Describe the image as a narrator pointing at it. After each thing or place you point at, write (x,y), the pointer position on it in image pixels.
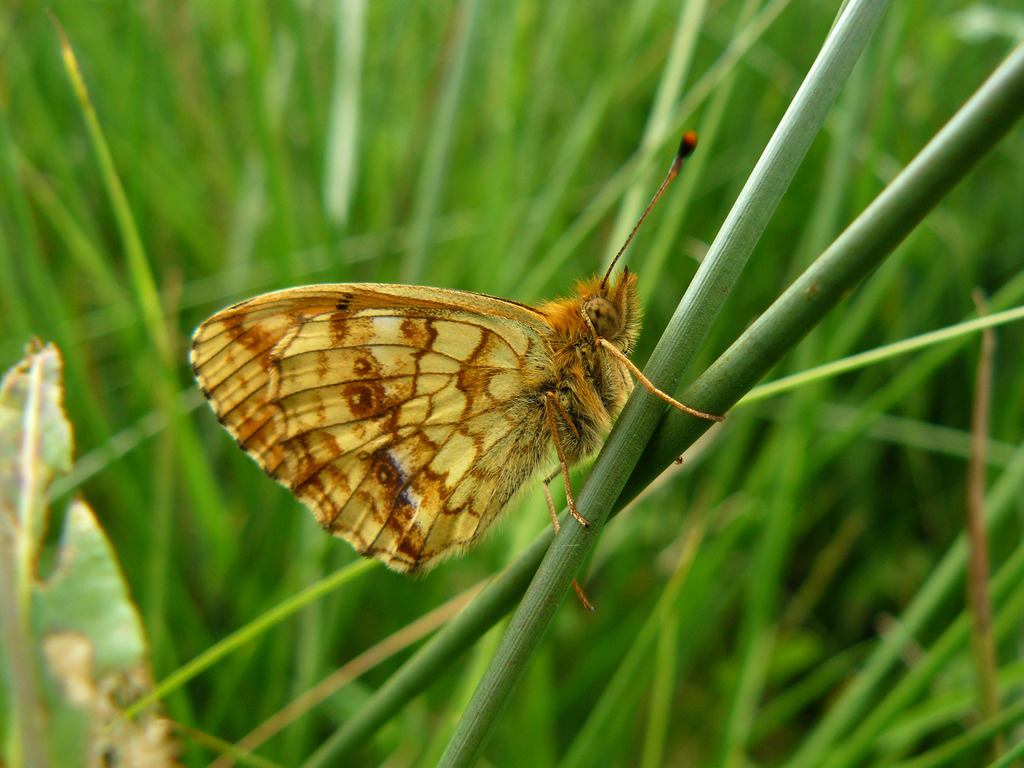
In this image, we can see a butterfly (361,355) on leaves (621,412). In the background (695,483), image is blurred.
